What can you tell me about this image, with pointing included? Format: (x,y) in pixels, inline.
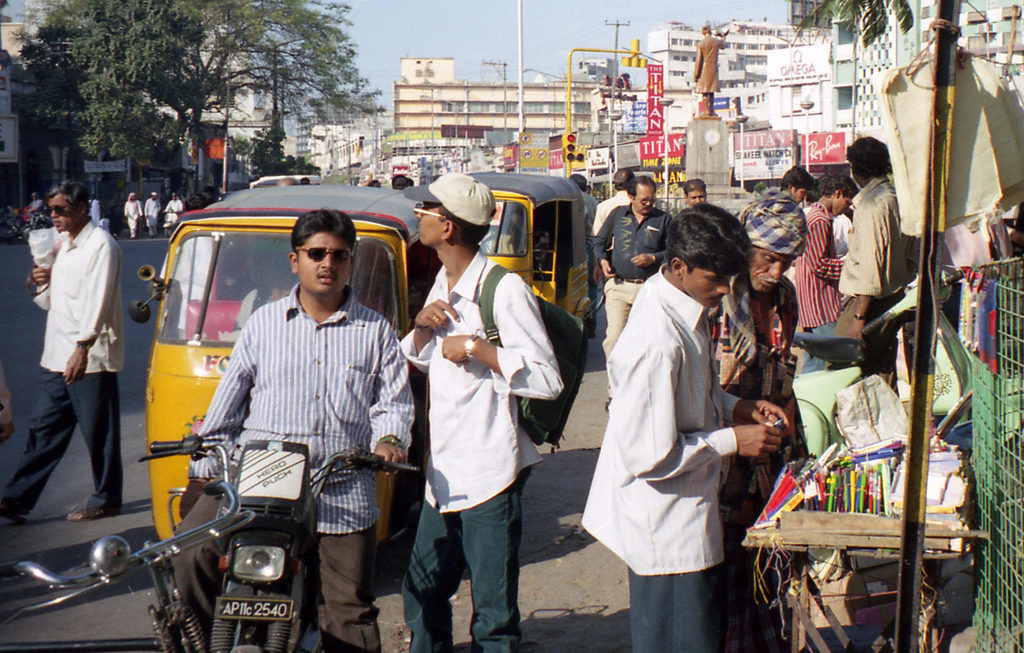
In this image we can see people (701,379), vehicles (303,191), bike (139,646), poles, boards (590,160), traffic signal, trees (285,19), statue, road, and buildings (669,73). In the background (540,45) there is sky (524,45).
